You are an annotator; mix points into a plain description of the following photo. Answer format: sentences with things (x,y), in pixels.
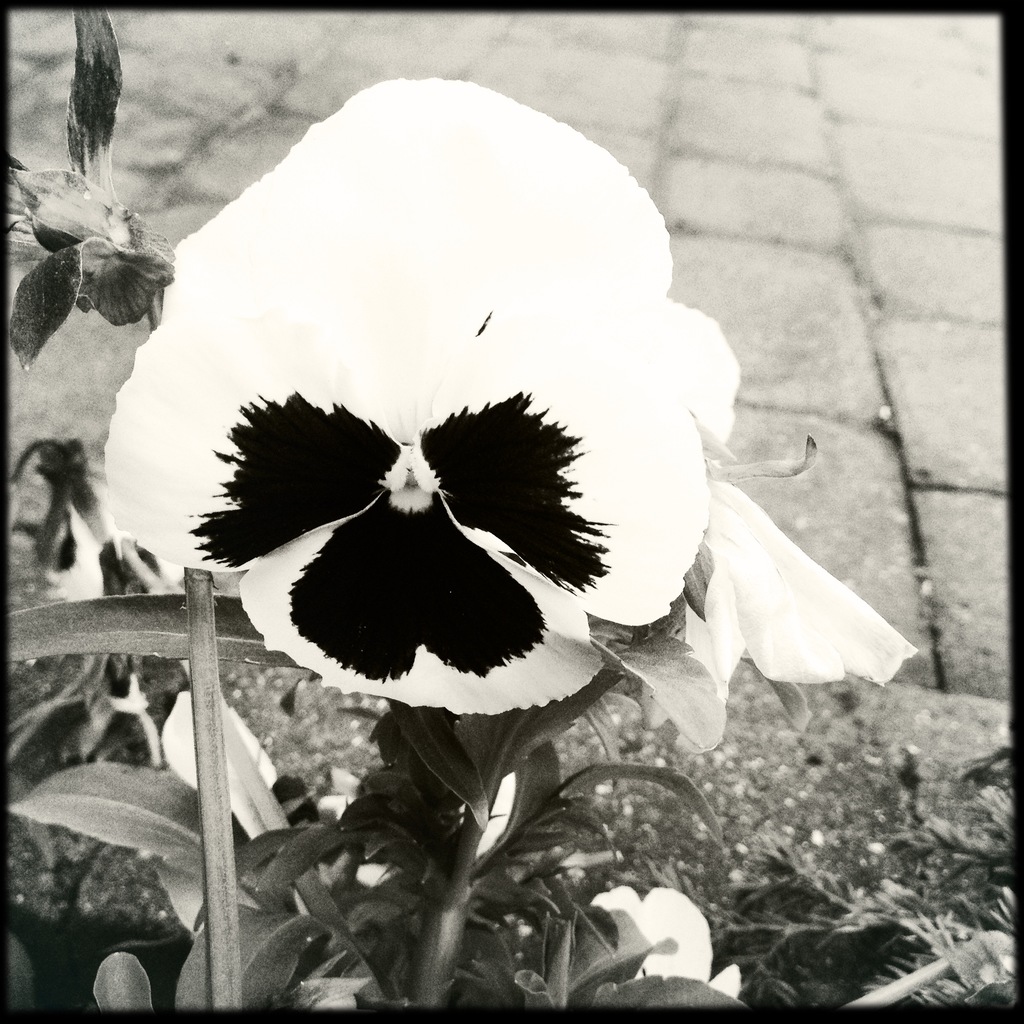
In this picture we can see a flower (491,579) and leaves (501,888) in the front (502,853), it is a black and white picture.
